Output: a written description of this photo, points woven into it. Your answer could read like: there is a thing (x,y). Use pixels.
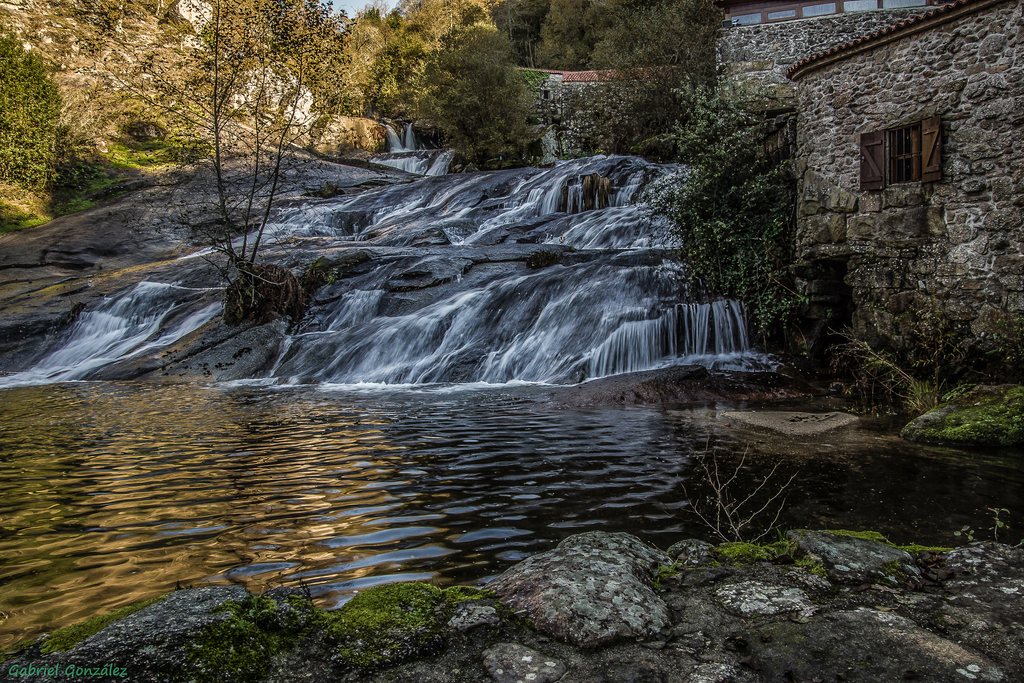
In this image, we can see some trees (568,39) and plants (735,223). There is a waterfall (507,362) in the middle of the image (376,260). There is a wall (933,250) and window (913,136) on the right side of the image (906,256).
